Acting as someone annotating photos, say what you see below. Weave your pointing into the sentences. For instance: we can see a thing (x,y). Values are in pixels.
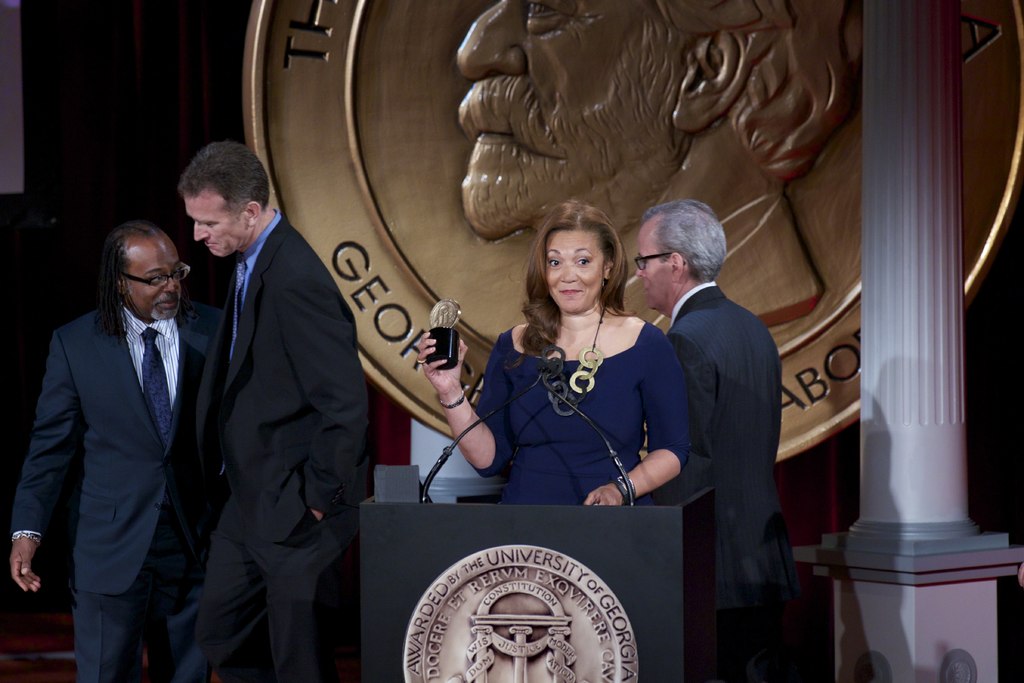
Here I can see four people (302,375) are standing. Three (194,453) are men (698,329), wearing suits (111,428) and one is women (614,367), she is holding an object (445,356) in hand (459,393) and smiling. In front of her I can see a podium (527,544) on which a microphone (547,363) is attached. On the right side (899,222) there is a pillar (932,267). In the background (388,50), I can see a metal object (315,50) which is attached to a wall (204,66).
